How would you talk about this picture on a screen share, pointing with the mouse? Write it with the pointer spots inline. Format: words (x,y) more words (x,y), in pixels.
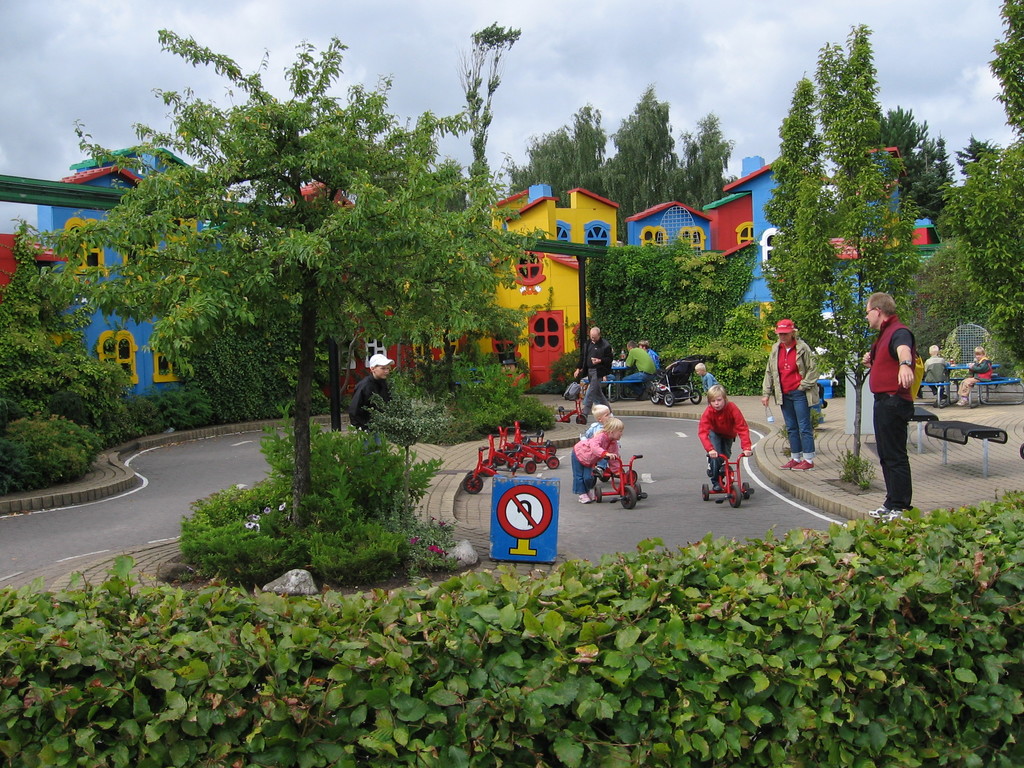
At the bottom of the picture (669,614), we see the plants (658,673). Behind that, we see the children (725,442) are playing with the red color vehicles (569,411). Beside that, we see two men (793,388) are standing. We even see a blue color board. Beside that, we see the trees (419,361) and a man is standing. In the middle (650,376), we see the people (645,358) are sitting on the chairs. On the right side (929,376), we see two people (935,363) are sitting on the blue benches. On the left side (295,416), we see the trees (302,435) and the road (568,455). In the background (391,351), we see the trees (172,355) and the buildings (138,372) in blue, yellow and red color. At the top (543,94), we see the sky (501,81) and the clouds (451,81).
